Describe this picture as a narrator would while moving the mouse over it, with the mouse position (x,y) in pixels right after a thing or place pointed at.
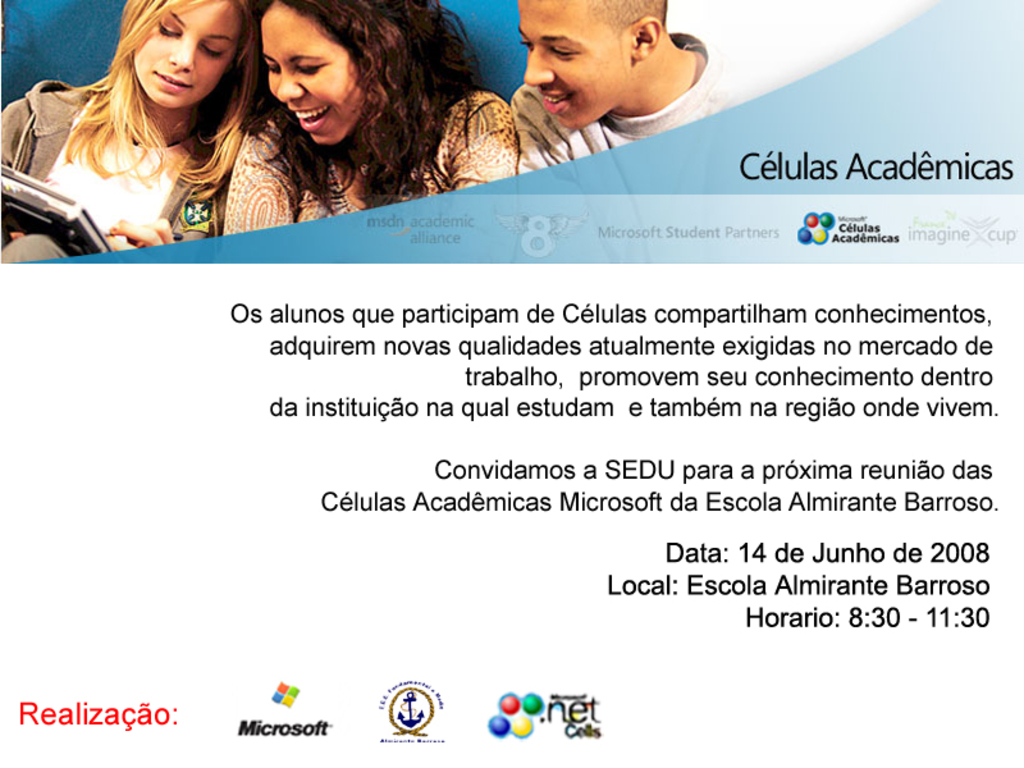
This is a poster and in this poster we can see three people (129,148) smiling, device (80,214), symbols (301,721) and some text (396,351).
